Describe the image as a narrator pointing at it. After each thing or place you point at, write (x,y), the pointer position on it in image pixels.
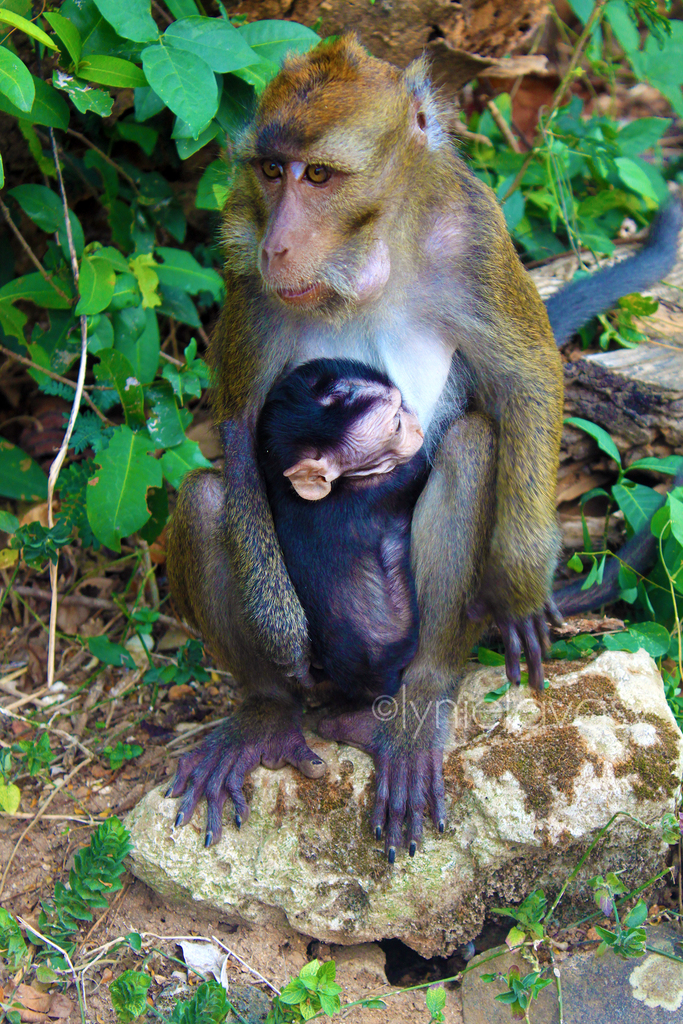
In this picture we can see a monkey (483,470) and an infant (328,539) on the rock (259,777). Behind the monkey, there are plants (76,135).
